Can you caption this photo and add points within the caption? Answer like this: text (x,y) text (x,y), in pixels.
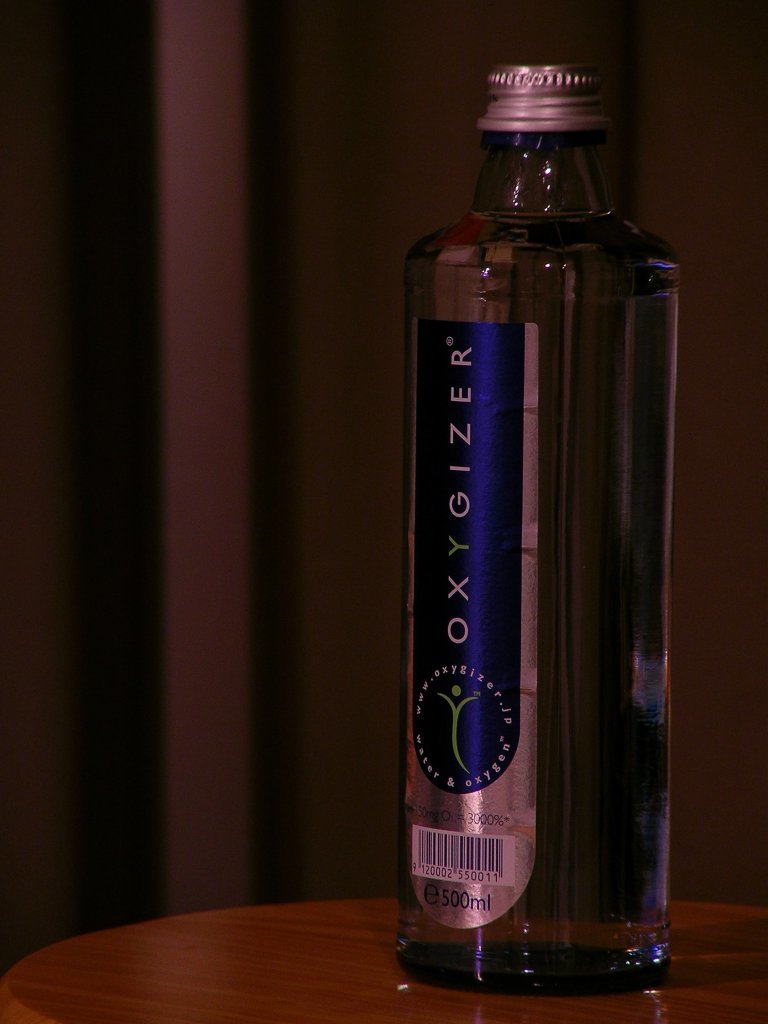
In this picture we can see a bottle (632,485) on the table (262,917).
